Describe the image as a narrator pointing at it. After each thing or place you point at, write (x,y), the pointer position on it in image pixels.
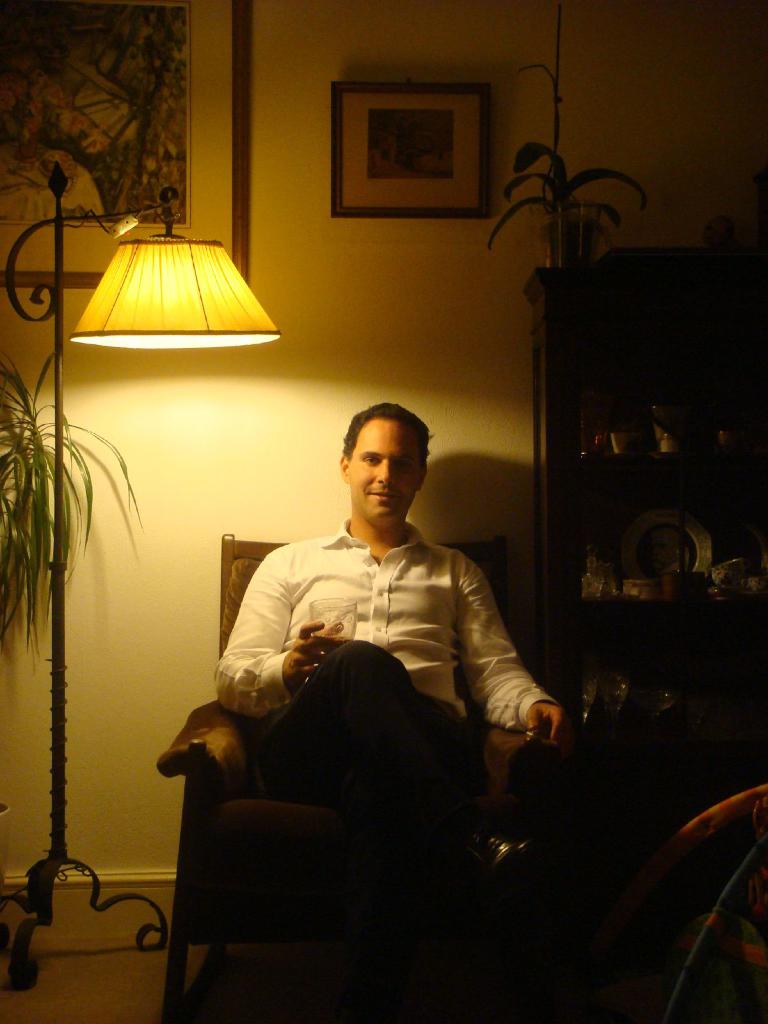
As we can see in the image there is a wall (256,406), lamp (232,337), photo frames (166,138), rack (699,669), plant (45,506), a person (374,587) wearing white color shirt (370,608) and sitting on chair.
